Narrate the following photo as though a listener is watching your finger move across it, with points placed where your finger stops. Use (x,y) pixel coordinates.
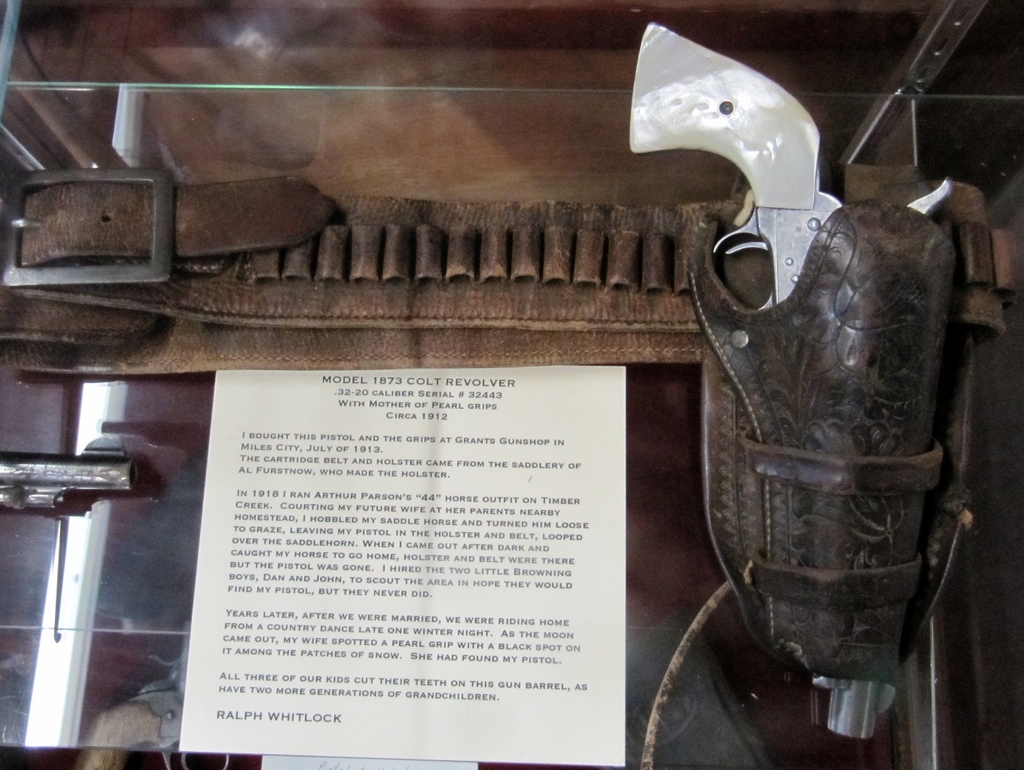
In this picture we can see a paper (354,581) with some text (371,618) on it, here we can see a belt (371,246) and some objects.
